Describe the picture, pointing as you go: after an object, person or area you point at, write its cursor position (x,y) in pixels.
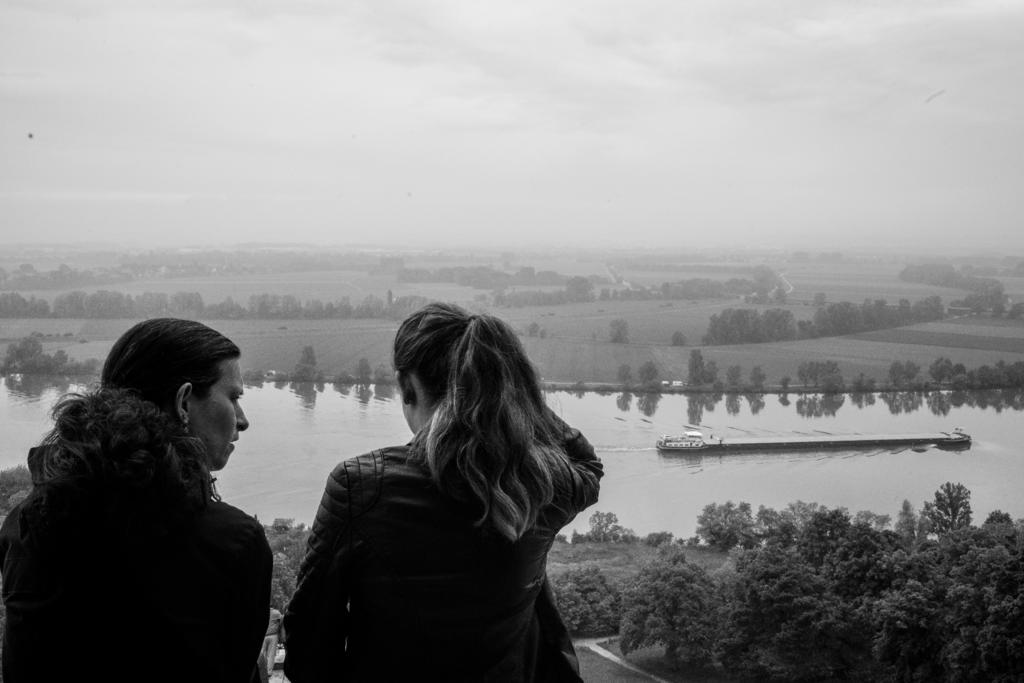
In this picture there are two persons (419,477). At the back (736,515) there are trees (616,337) and there are vehicles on the road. There is a boat (677,441) on the water (725,476). At the top (253,137) there are clouds (376,107). At the bottom (304,469) there is water (267,402) and there is grass (619,641).
